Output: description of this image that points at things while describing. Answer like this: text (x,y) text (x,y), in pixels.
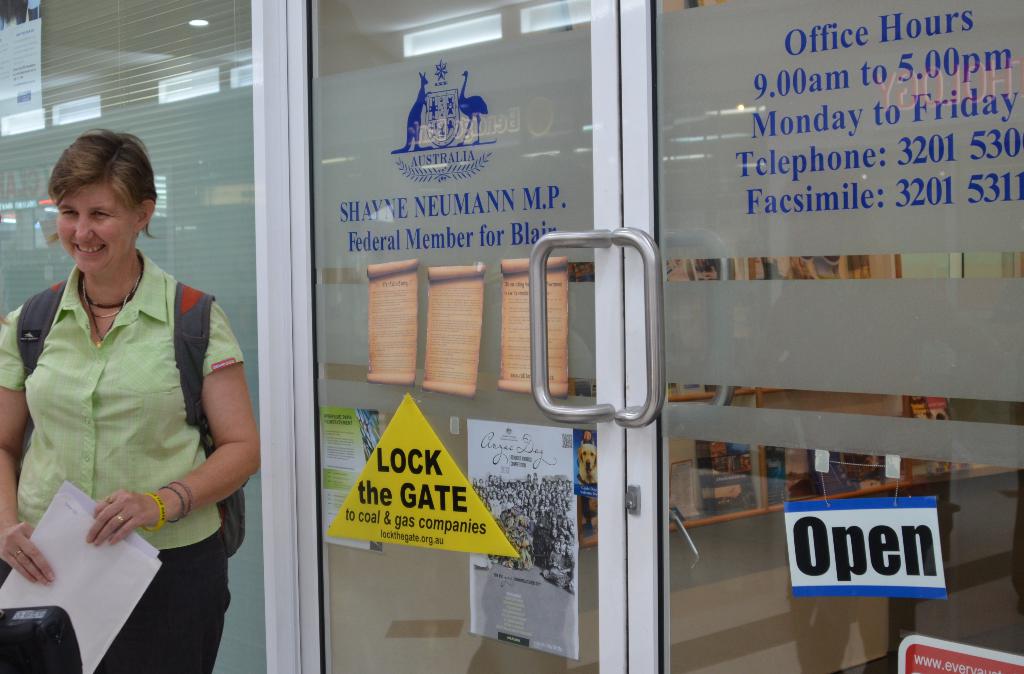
In this picture there is a woman (96,193) standing and smiling and she is holding the papers (134,546). At the back (324,160) there is a door (587,252) and there are posters (344,443) on the door (611,576) and there is text (406,341) on the posters (573,511) and there is text (390,247) on the door (345,259). behind the door (804,231) there are books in the shelf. At the top (460,24) there are lights (481,23).
